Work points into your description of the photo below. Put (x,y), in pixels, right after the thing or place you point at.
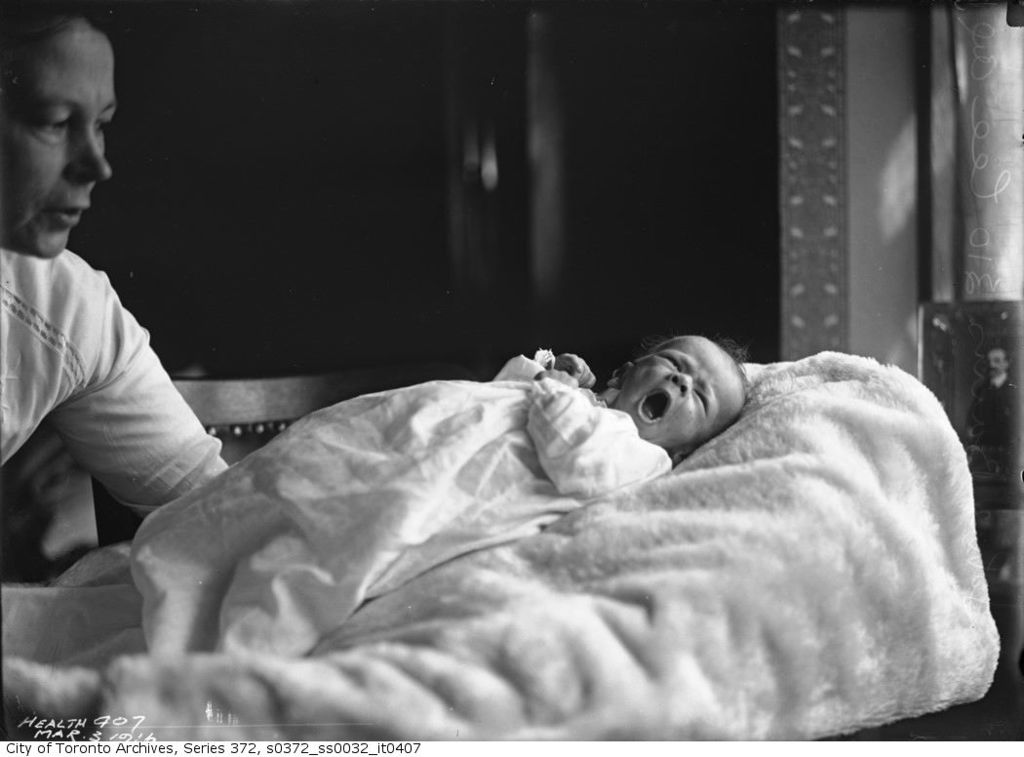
There is a baby (726,362) in white color dress (609,441) lying on an object (816,466) which is covered with a towel (891,513). On the left side (59,92), there is a person (112,110). In the background (1003,485), there is a photo frame (950,415), a curtain (1004,157) and the background (144,132) is dark in color.
